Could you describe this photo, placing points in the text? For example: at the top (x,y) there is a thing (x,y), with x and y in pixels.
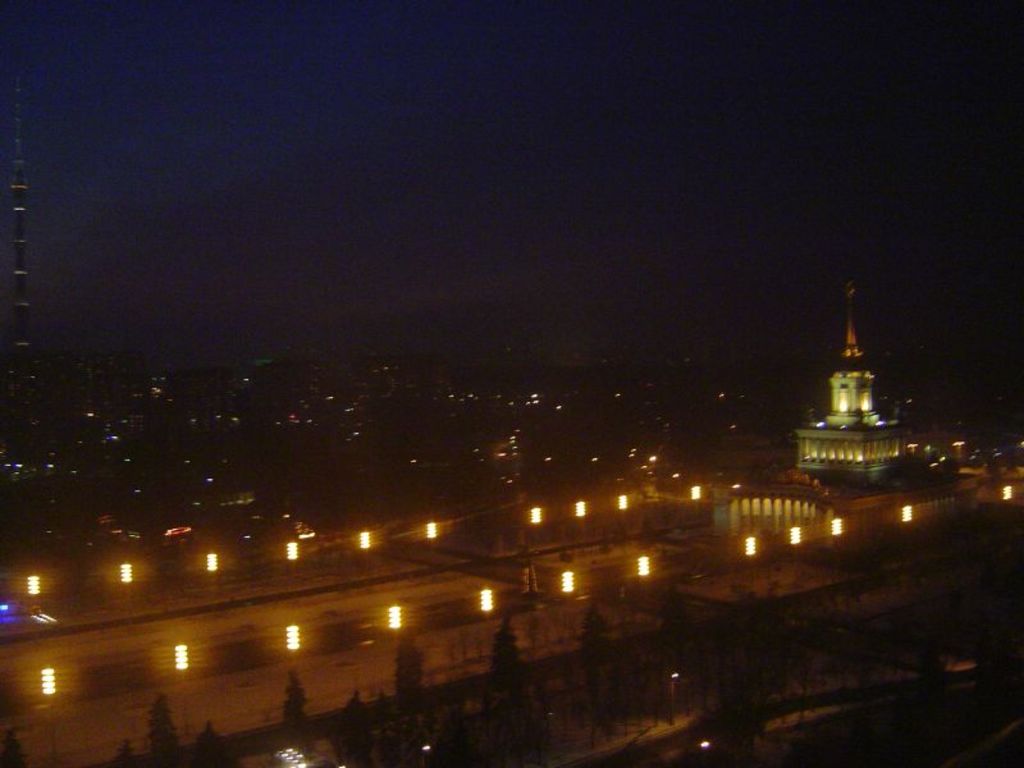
This picture is clicked outside. In the foreground (520,695) we can see the trees (999,597), lights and many other objects (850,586). On the right (854,400) there is a building (840,386). In the background (682,105) we can see the sky (566,140), tower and many other buildings (428,427).
